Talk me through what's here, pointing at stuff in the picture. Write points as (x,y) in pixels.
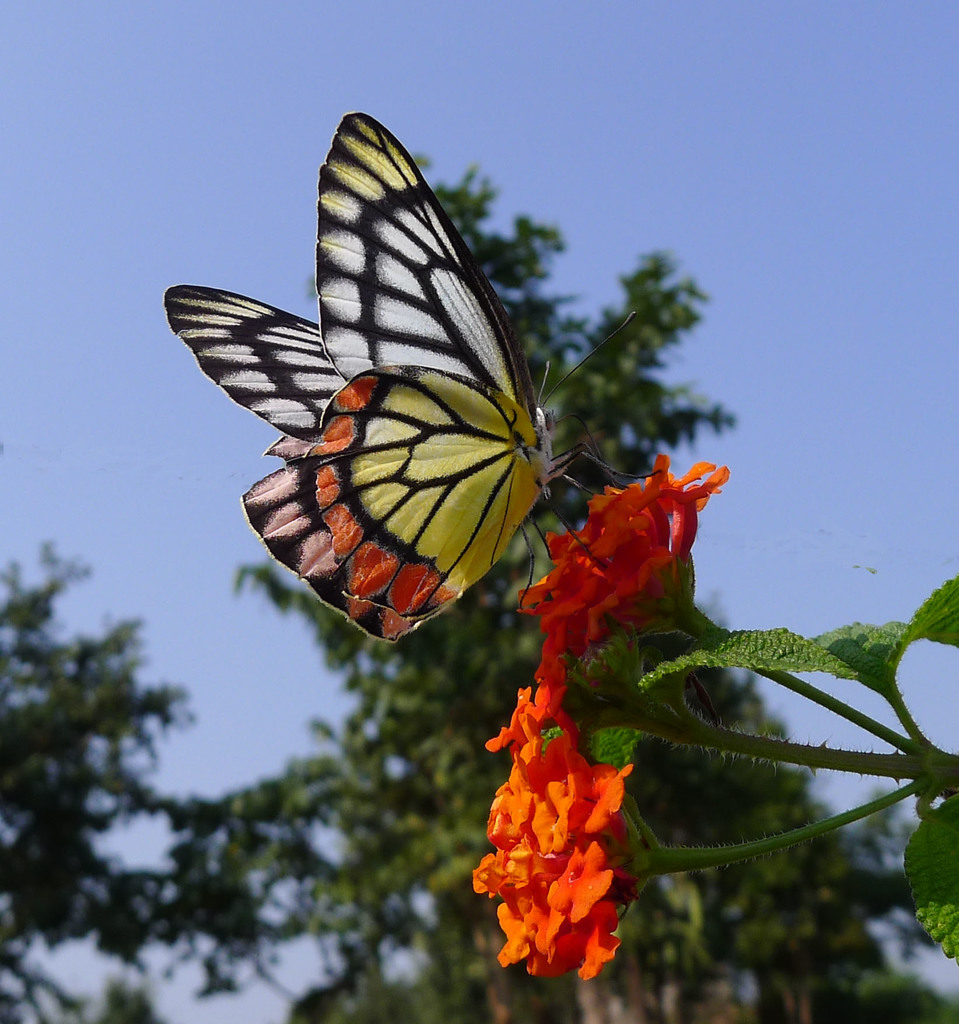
This is a zoomed in picture and the picture is clicked outside. In the center (456,405) there is a butterfly (432,503) seems to be standing on an orange color flower (614,530). On the right (652,719) we can see the plant (649,733) and orange color flowers (541,822). In the background (807,237) there is a sky (536,84) and the trees (409,858).
